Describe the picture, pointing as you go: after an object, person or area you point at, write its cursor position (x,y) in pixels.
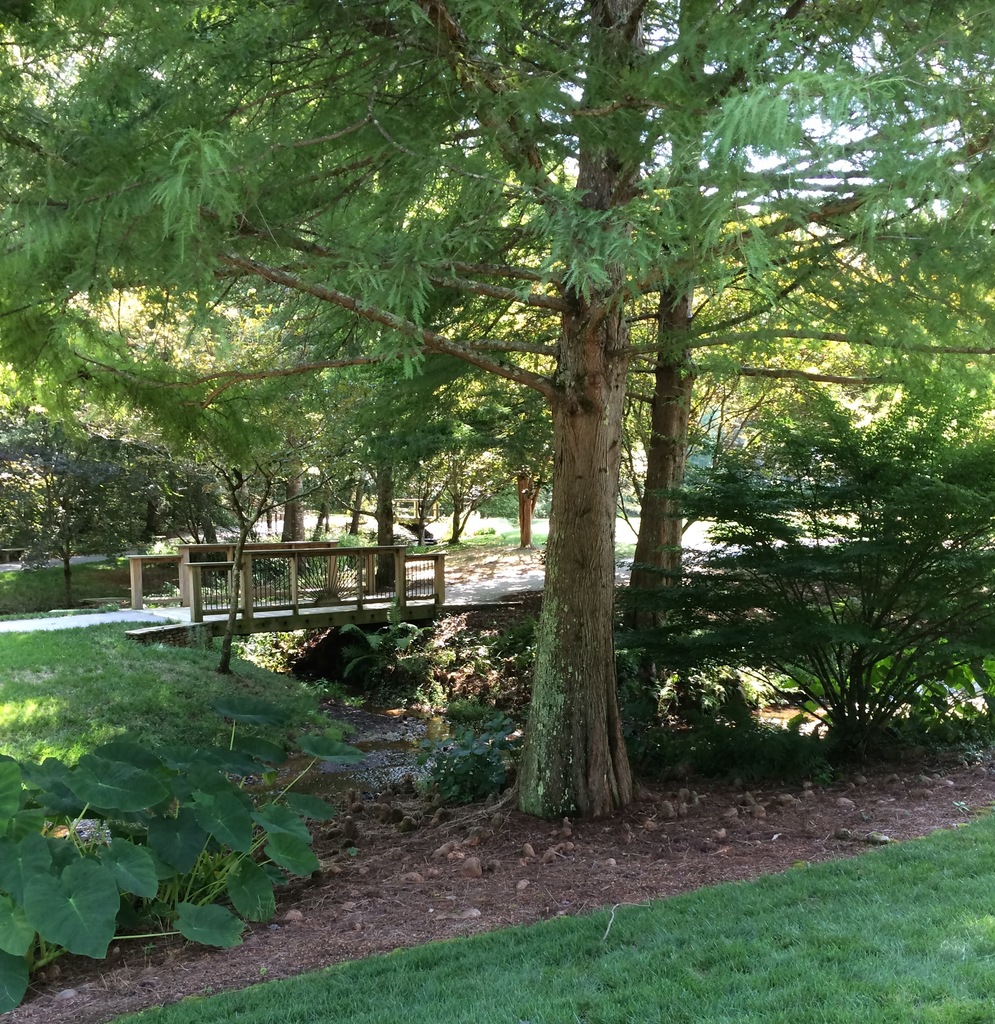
In the picture we can see the part of the grass surface (860,895) and near it, we can see a muddy path (379,931) with some plants (725,509) and on it we can see some trees (677,396) and behind it, we can see a path (407,607) with railings (259,600) and behind it also we can see a grass surface (110,592) with some trees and from the trees (807,185) we can see the part of the sky (838,122).
